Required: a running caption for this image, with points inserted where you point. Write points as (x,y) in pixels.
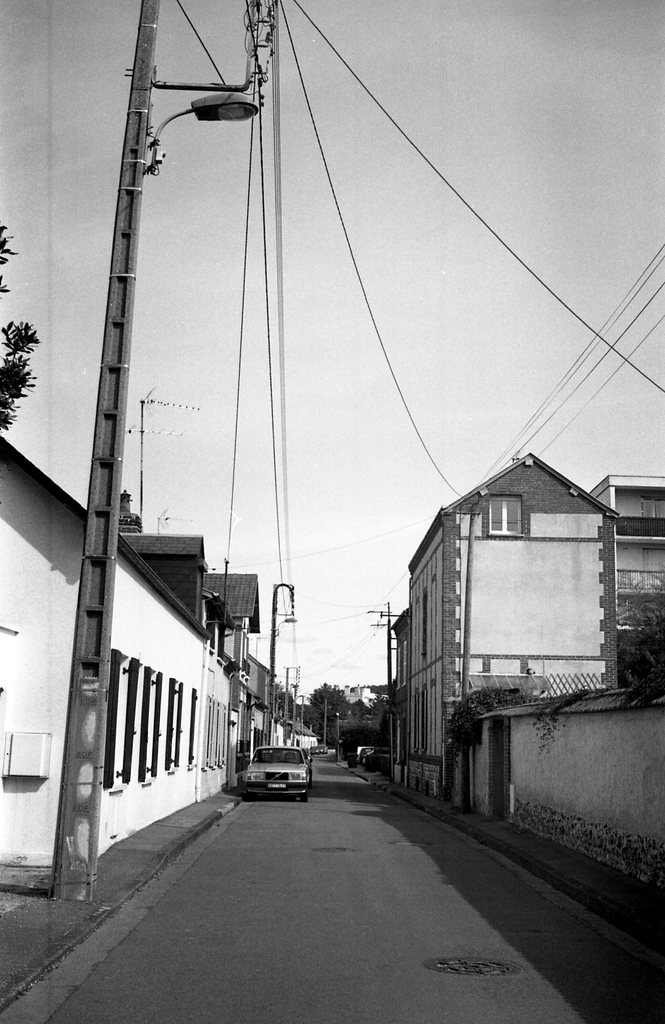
In this image there is a road (479,989) visible in the middle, on the road (296,805) there is a vehicle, beside the road (391,798), there are buildings (150,599), power line cables (419,433), pole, at the top (340,279) there is the sky (355,292).
